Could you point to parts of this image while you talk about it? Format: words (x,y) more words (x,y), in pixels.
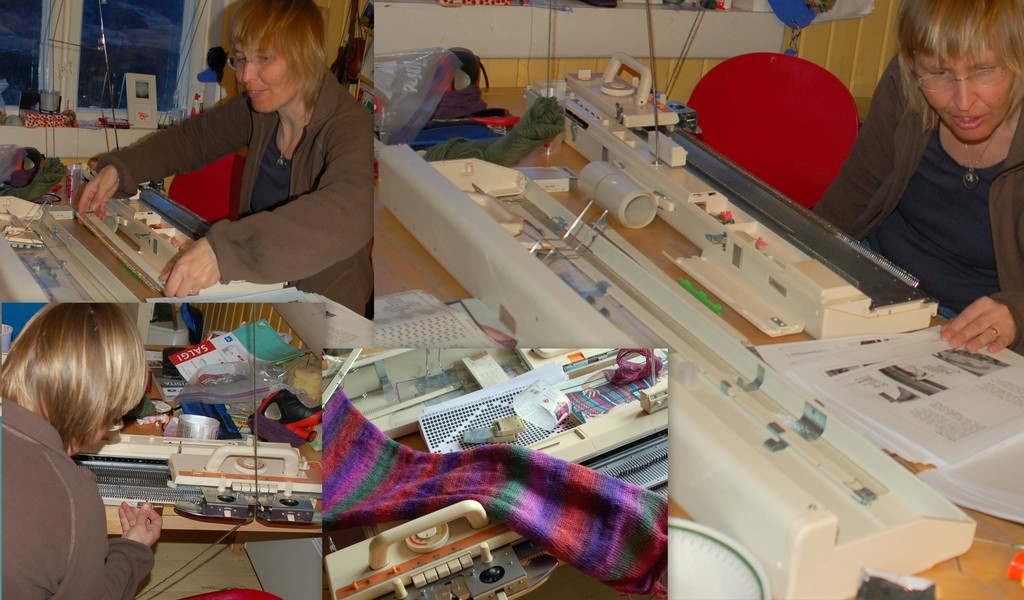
In this image we can see the papers (771,360), cloth (555,460), windows (62,76), chair (795,192) and some other objects (406,424).
